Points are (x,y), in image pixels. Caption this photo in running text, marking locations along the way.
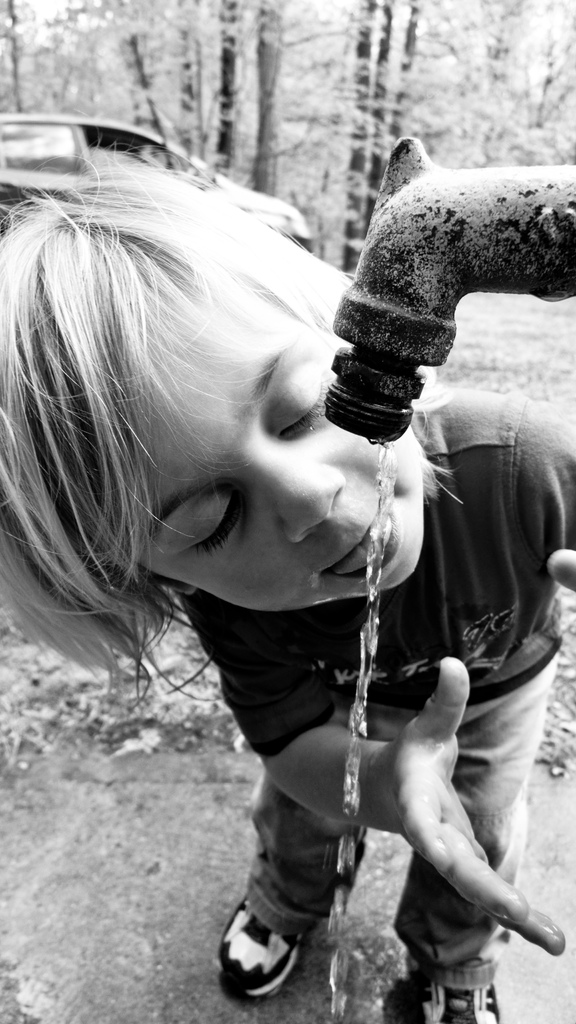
This is a black and white image. In this image we can see a kid (467,423). There is a tap (388,321). In the background of the image (340,23) there are trees (297,41). There is a car (178,153). At the bottom of the image (139,914) there is road (150,903).
